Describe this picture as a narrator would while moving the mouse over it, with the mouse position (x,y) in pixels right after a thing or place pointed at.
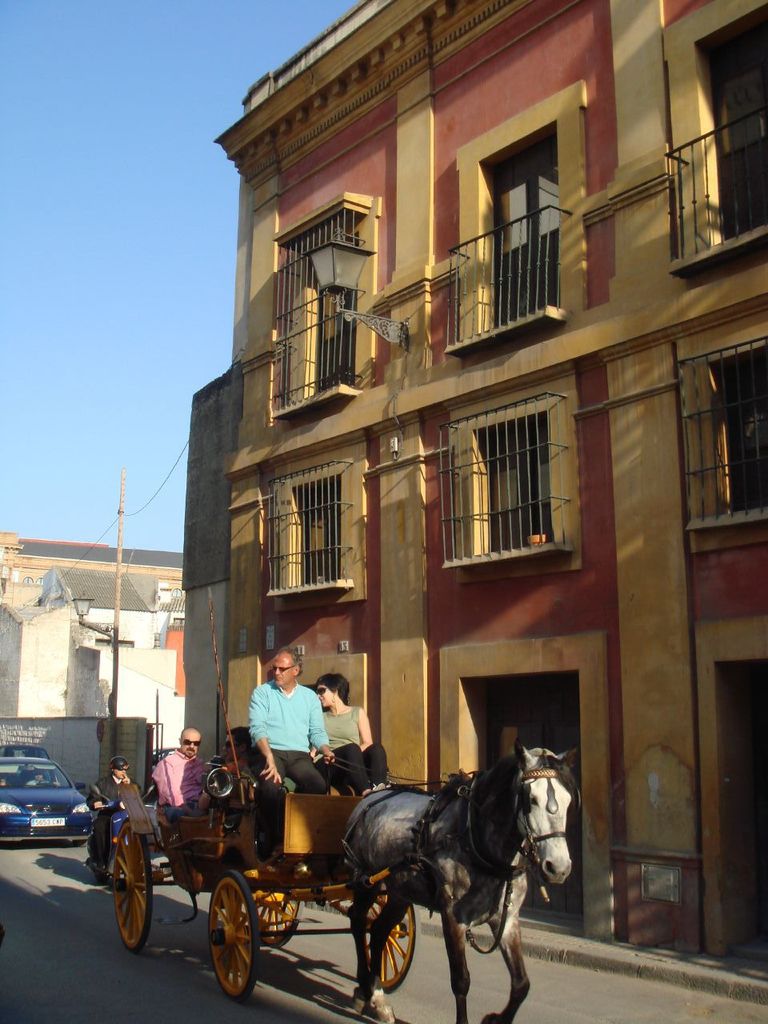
In this image in the front (195,749) there are persons (240,762) sitting on the horse cart (285,802). In the background (79,796) there are vehicles (68,794) and there are buildings (516,578).
